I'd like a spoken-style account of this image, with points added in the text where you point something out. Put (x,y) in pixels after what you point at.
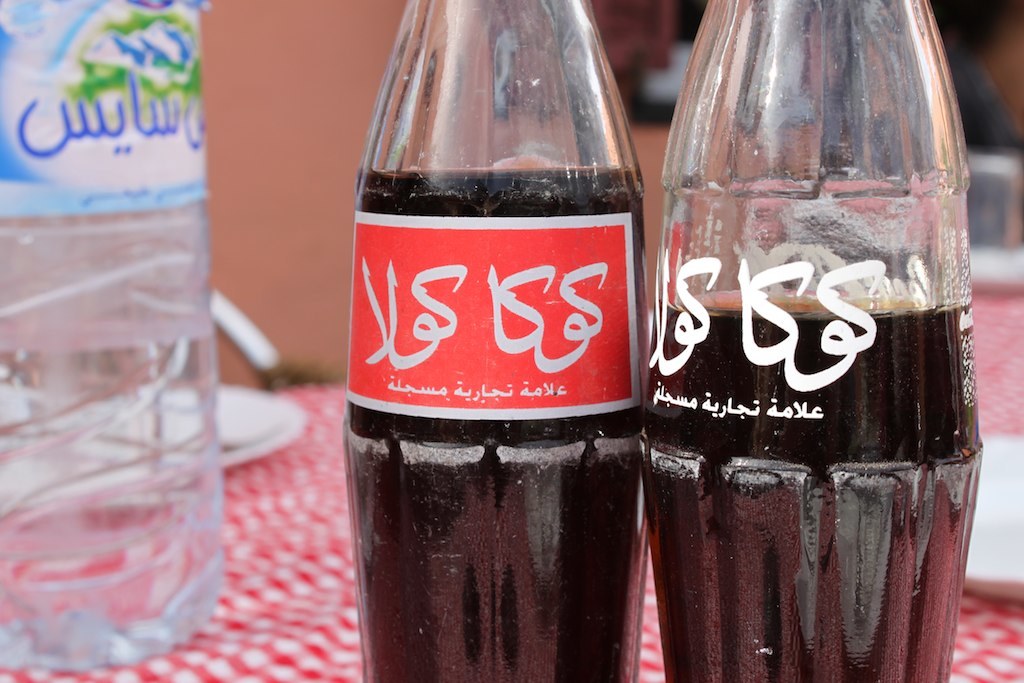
In this picture we can find bottles (568,480) on the table (291,504).
